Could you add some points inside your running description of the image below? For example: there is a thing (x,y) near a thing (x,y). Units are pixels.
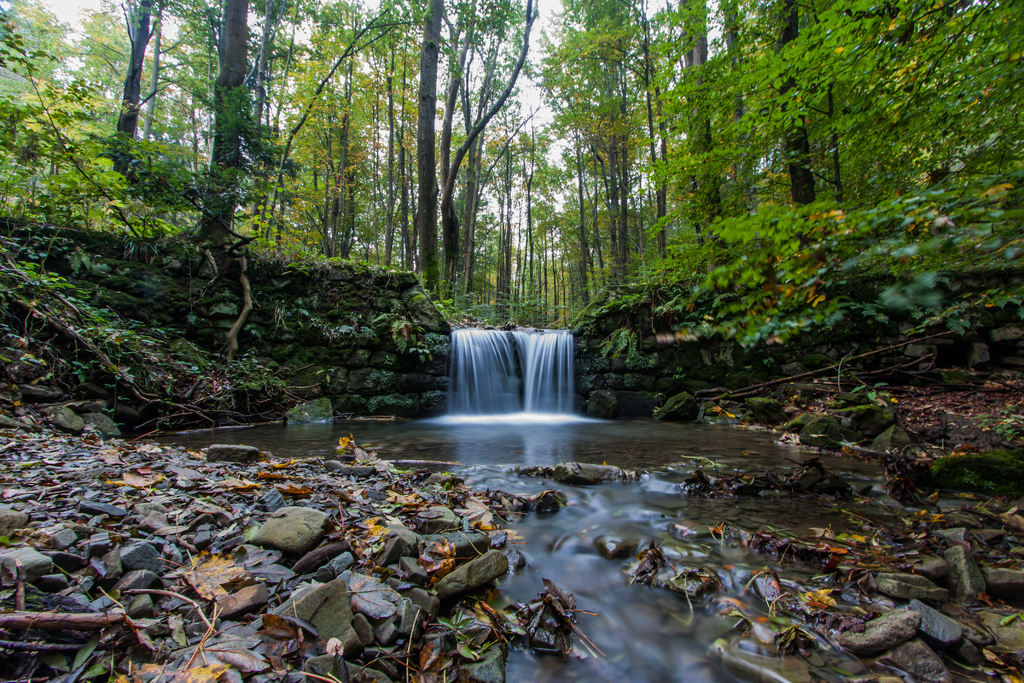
In this picture I can see some water flow (623,443), trees (475,142), stones (581,471) and dry leaves (431,656) on the land (156,499).
